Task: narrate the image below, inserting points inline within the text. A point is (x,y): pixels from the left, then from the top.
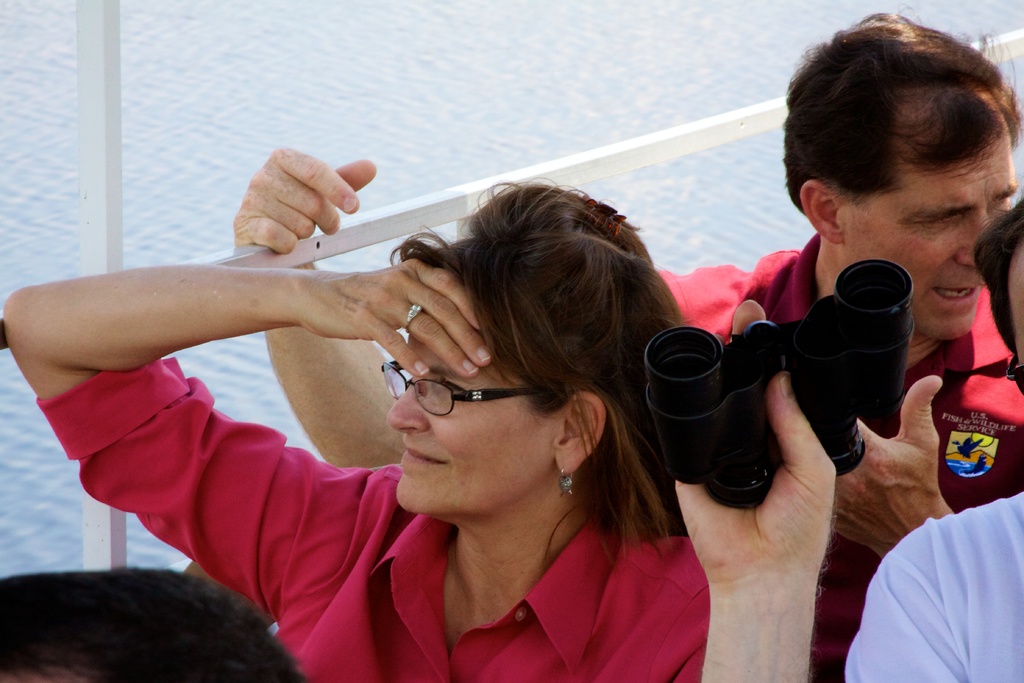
In this image we can see a group of people (1001,466). One person (975,669) is holding a binoculars (820,382) in his hand (713,550). In the background (1004,51), we can see poles (423,208) and water (482,47).
